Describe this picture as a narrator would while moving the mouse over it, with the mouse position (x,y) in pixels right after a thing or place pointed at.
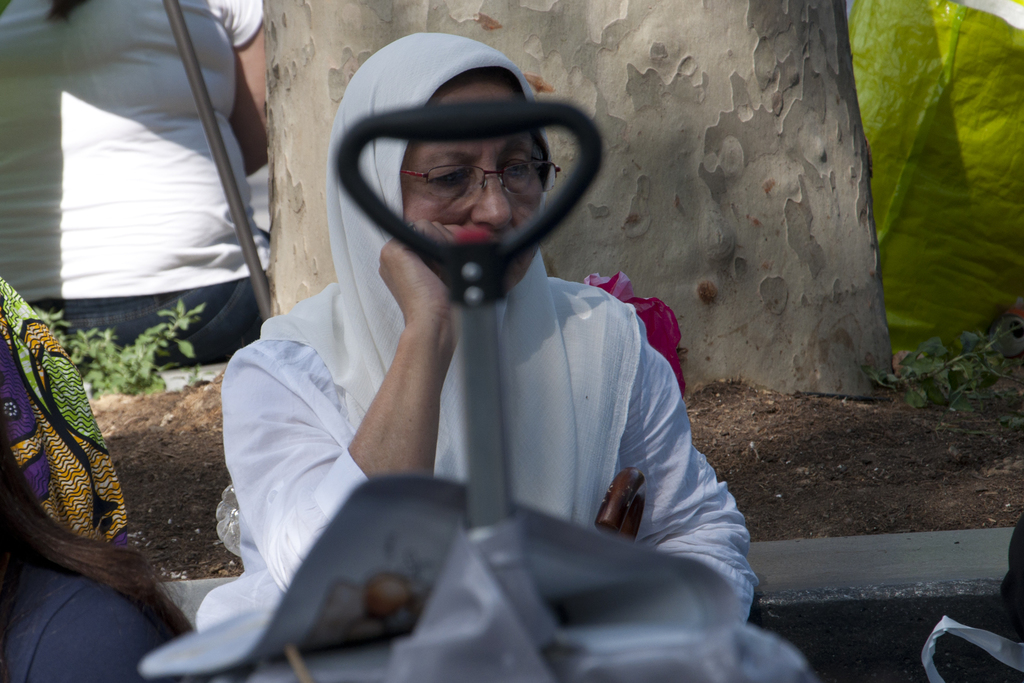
In this image we can see there is a luggage (457,521), behind that there is a woman (497,220) sitting, beside the women (283,403) there are a few people (68,214) sitting around the tree (835,318) and there are a few plants (75,357) and luggages (908,328).
